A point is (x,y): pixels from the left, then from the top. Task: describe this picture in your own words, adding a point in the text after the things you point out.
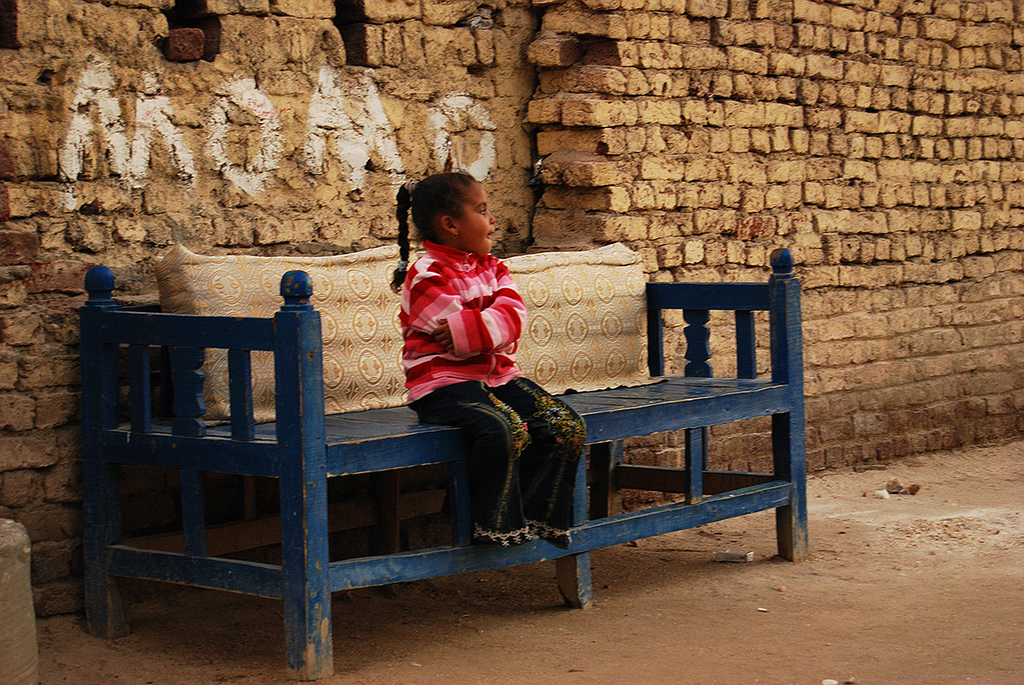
In this picture we can see a small kid (437,183) sitting on a blue wooden bench (108,416) behind which we can see a brick wall (415,164).
